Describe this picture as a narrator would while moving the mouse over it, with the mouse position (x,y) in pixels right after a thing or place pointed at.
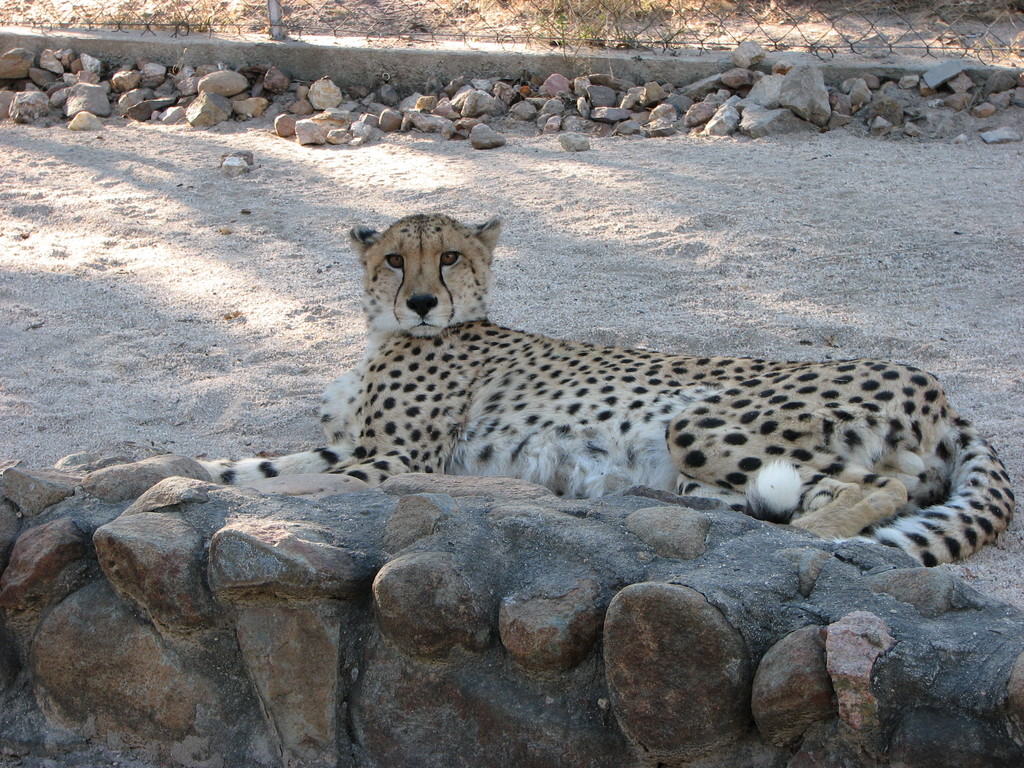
Here I can see a cheetah (545,393) is laying on the ground (218,369). At bottom (227,672) there is a wall (102,651). In the background (598,87) there are some stone (645,115) and a net (659,29).
